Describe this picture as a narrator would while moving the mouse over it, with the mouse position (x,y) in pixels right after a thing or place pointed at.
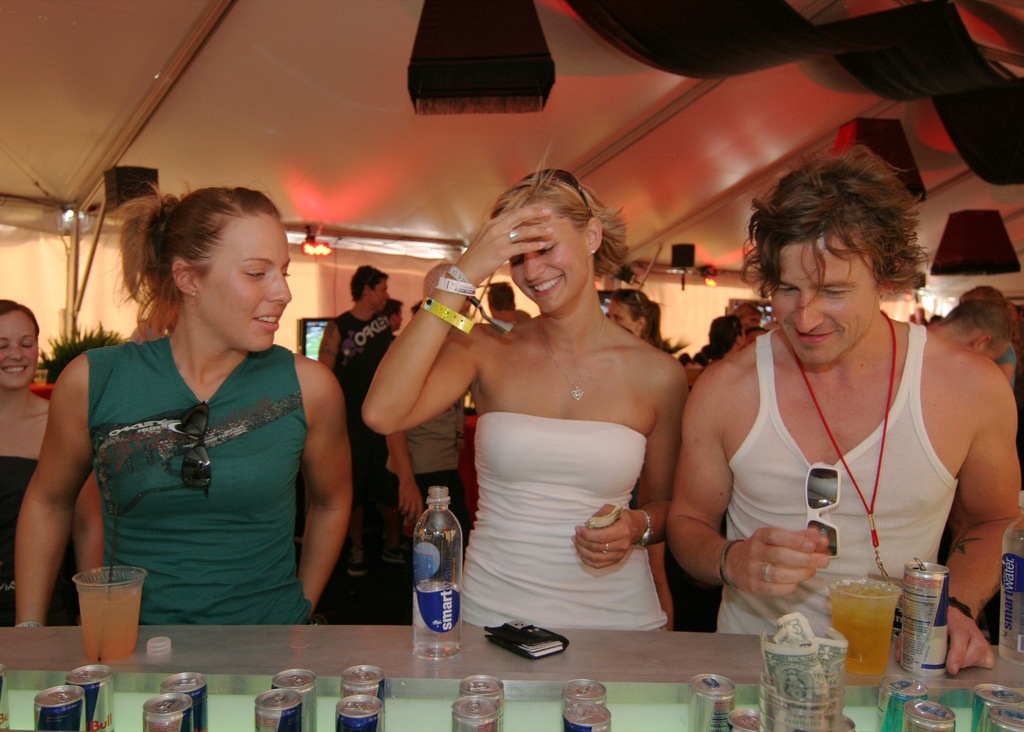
Here we can see people (708,493). This woman (608,493) is smiling. On this table (523,687) there are tins (492,717), glasses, currency (811,694), cap (166,640), bottles (428,657) and object (527,631). This woman (541,543) is holding a currency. Background (384,307) we can see people (353,316), screen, plant (99,337) and lights (705,283). This is a tent (312,86).
